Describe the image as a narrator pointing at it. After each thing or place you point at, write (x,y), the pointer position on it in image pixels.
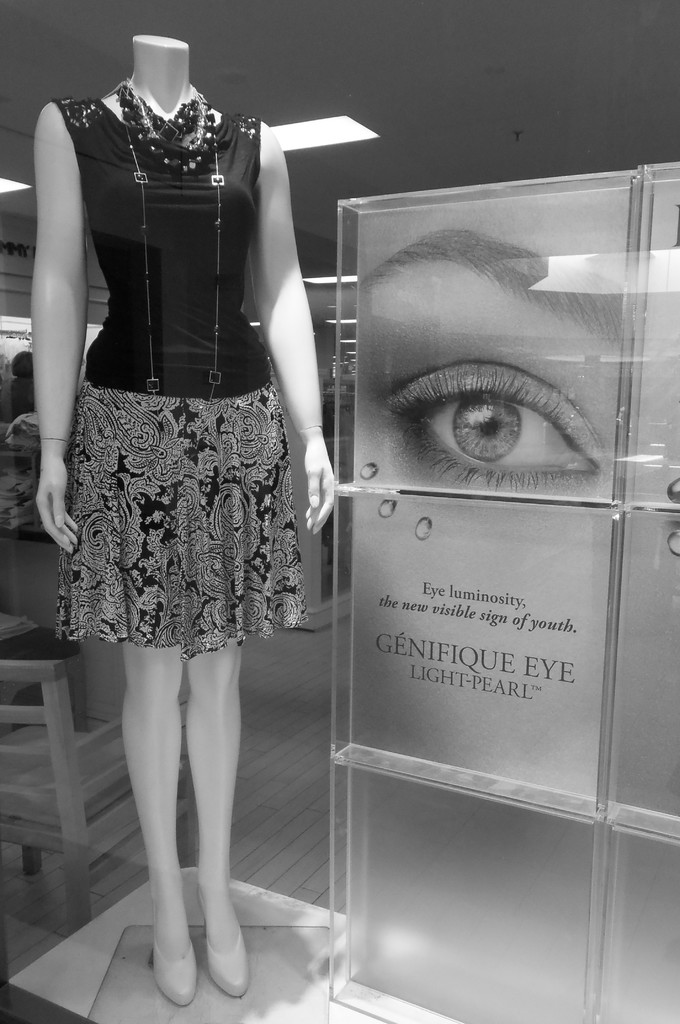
In this image we can see a mannequin (164,410) with the dress (172,244) and also a neck piece (194,104). We can also see a board (508,532) with the text (529,600). We can see the ceiling (323,80) with the lights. We can also see the chair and also the floor (296,766).
